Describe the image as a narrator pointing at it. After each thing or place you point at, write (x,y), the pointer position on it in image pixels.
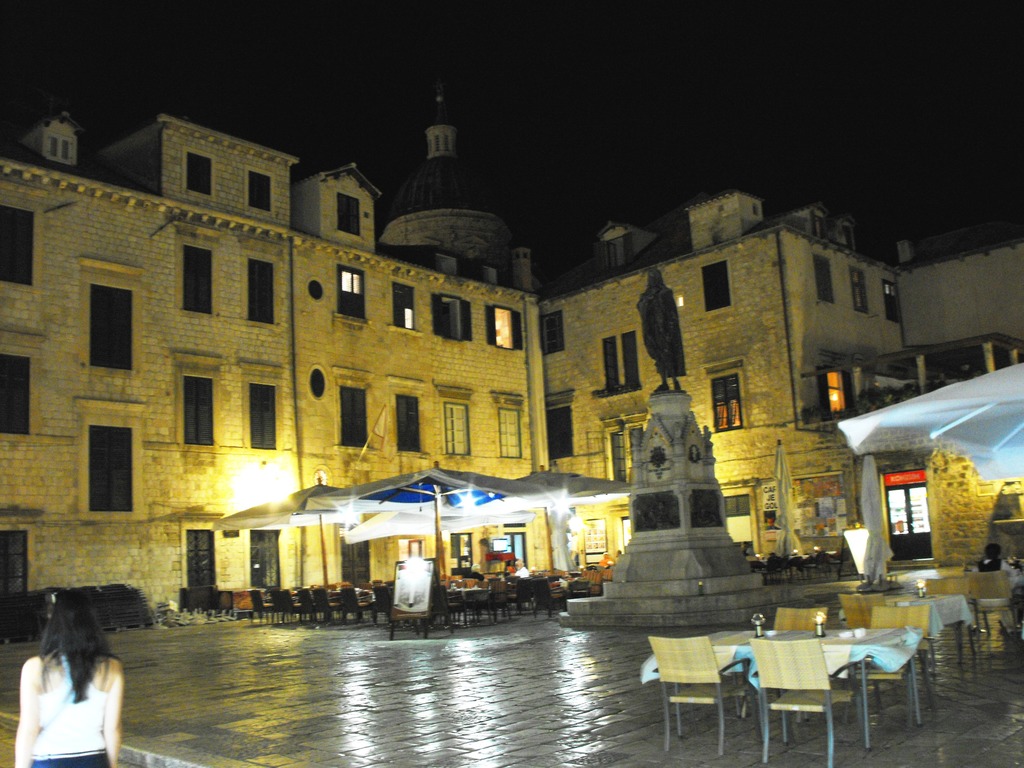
there is a building (772,254) near to building (534,443) there are many tables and chairs (687,650), there is a statue (673,332) near to the building (181,552) a woman (105,703) is walking on the road (163,666).
